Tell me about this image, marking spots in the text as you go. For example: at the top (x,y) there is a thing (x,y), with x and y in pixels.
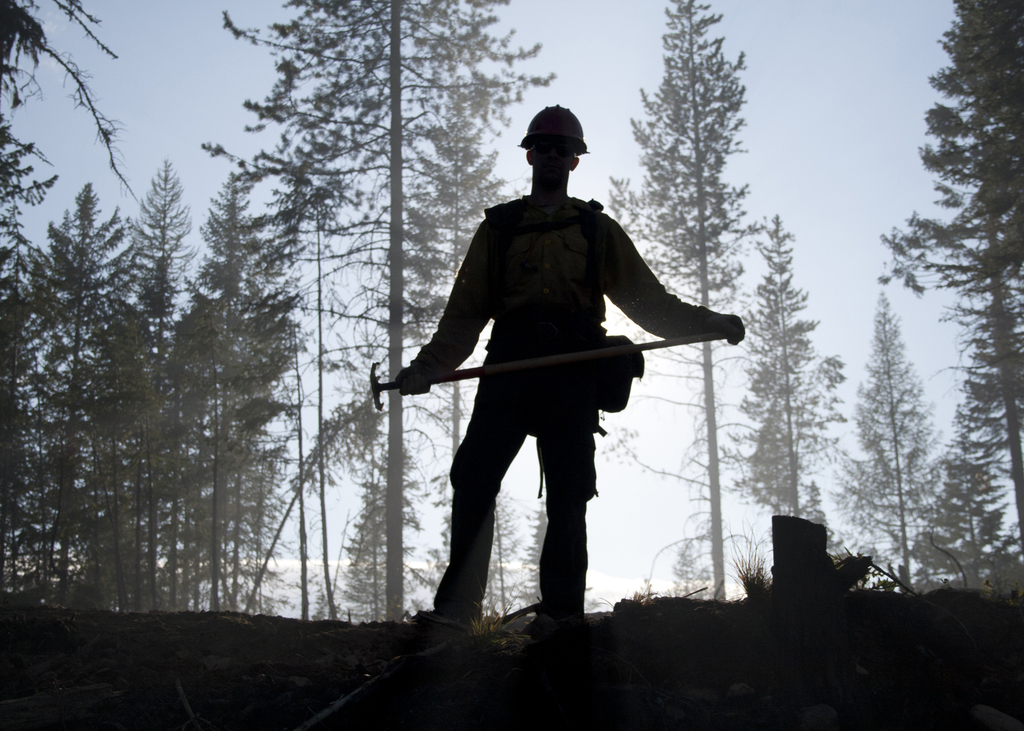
In this image I can see a person (544,449) holding something in his hands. In the background (353,338), I can see the trees (167,286) and the sky (883,64).
